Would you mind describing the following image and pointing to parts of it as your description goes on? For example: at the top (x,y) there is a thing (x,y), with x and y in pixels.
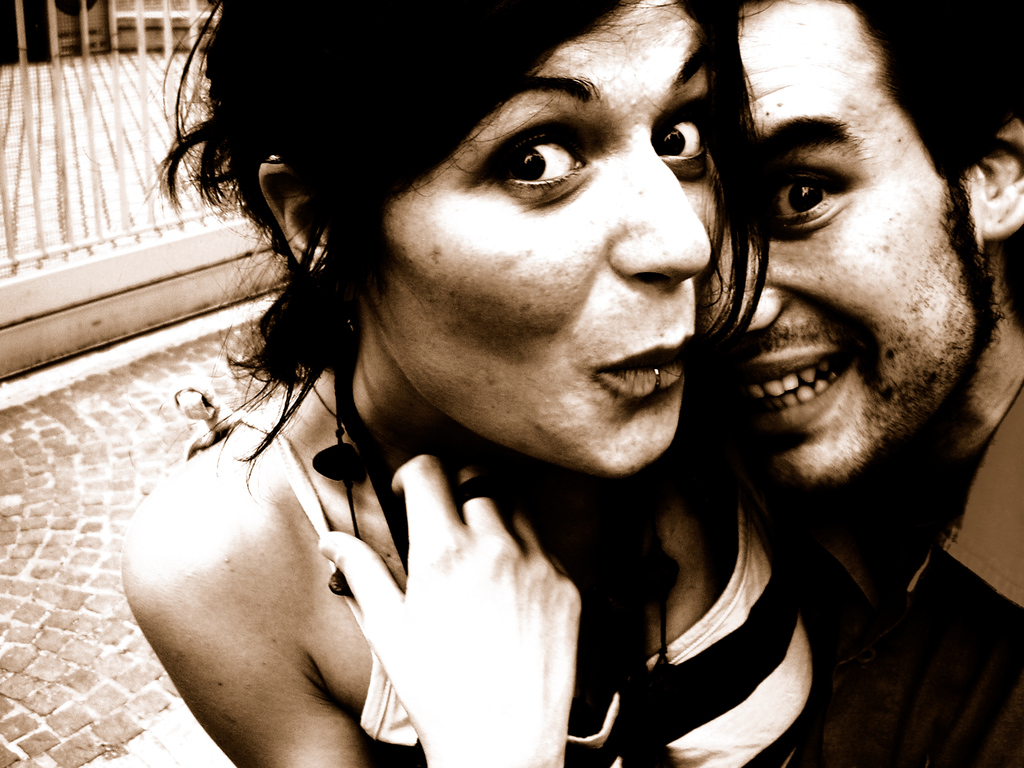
In this image we can see a man (784,523) and woman (732,535) hugging each other posing for a photograph and in the background of the image (150,271) there is footpath (12,513) and fencing (139,268).
